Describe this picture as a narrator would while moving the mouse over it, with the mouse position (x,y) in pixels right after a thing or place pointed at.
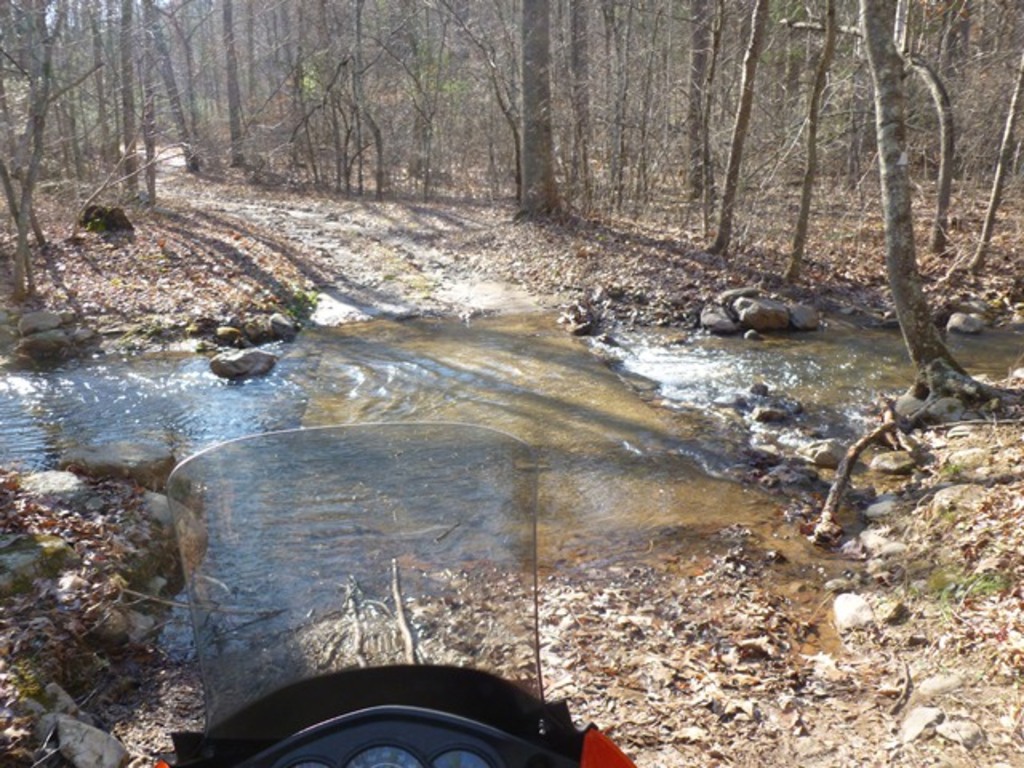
In this image we can see flowing water (443,335), there are some trees (240,162), stones (166,468) and leaves (462,614), at the bottom of the image (457,626) we can see a vehicle (458,624) truncated.
